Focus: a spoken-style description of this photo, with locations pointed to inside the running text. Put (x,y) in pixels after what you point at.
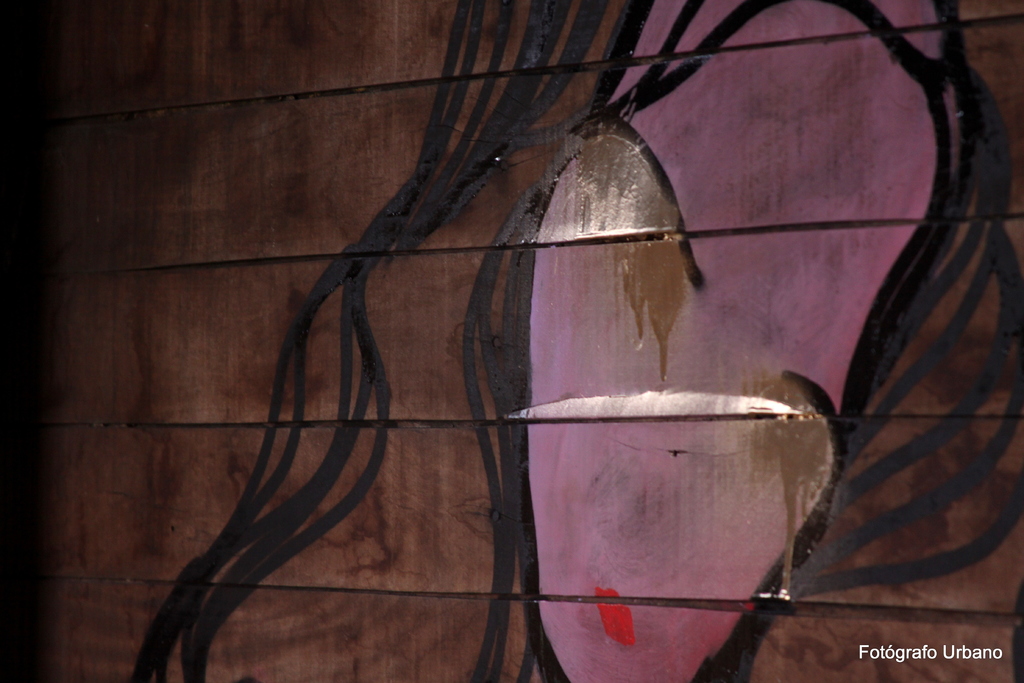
in this image there is a wall (571,313) with the painting (666,385) of a women face (616,385).
